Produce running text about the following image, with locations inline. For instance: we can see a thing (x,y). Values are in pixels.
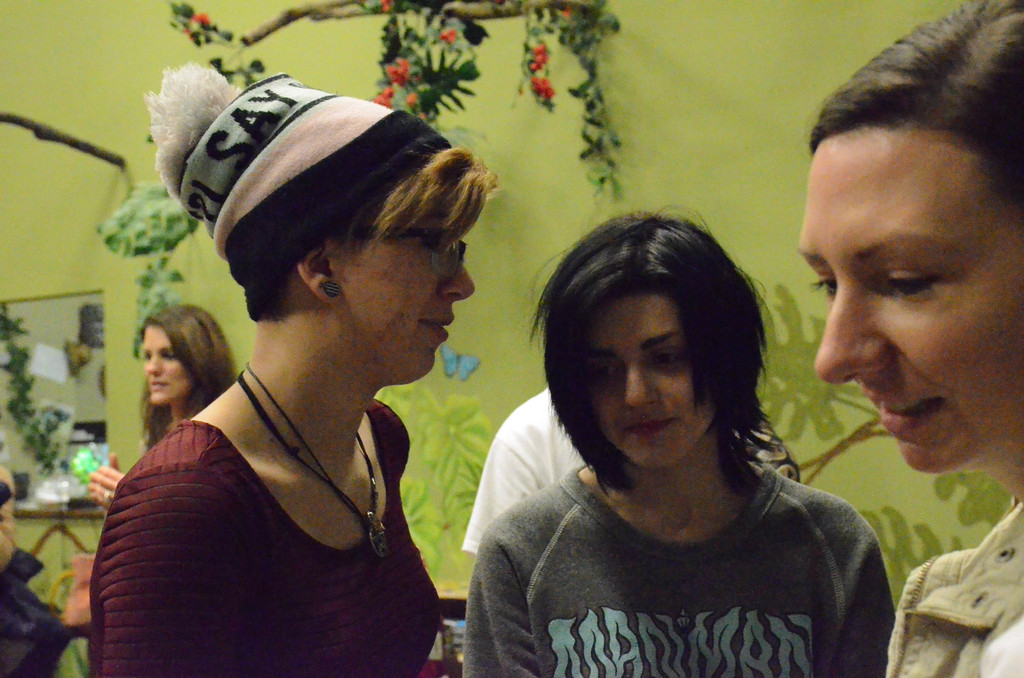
Here we can see people (903,378). Painting (983,492) and mirror (93,430) is on the wall (447,361). These are leaves (421,65) and flowers (544,82).
